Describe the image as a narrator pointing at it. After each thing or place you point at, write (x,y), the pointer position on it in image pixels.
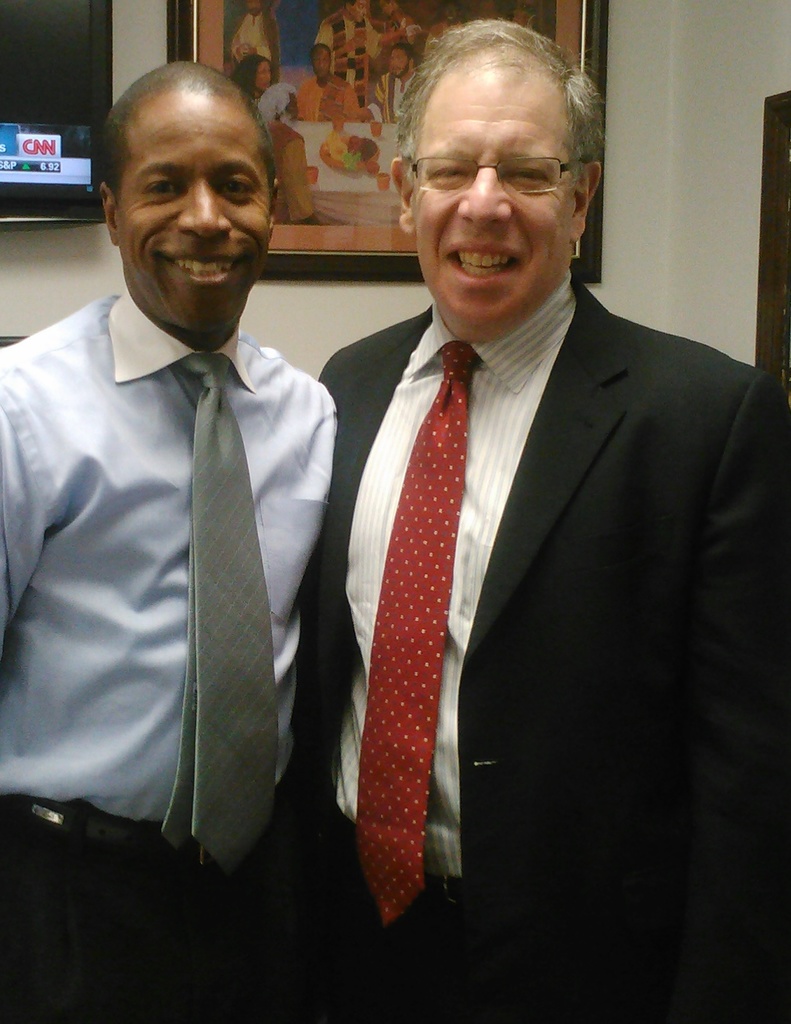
As we can see in the image there are two people (163,478) standing. In the background (323,271) there is a photo frame (342,176) and wall (678,171).
